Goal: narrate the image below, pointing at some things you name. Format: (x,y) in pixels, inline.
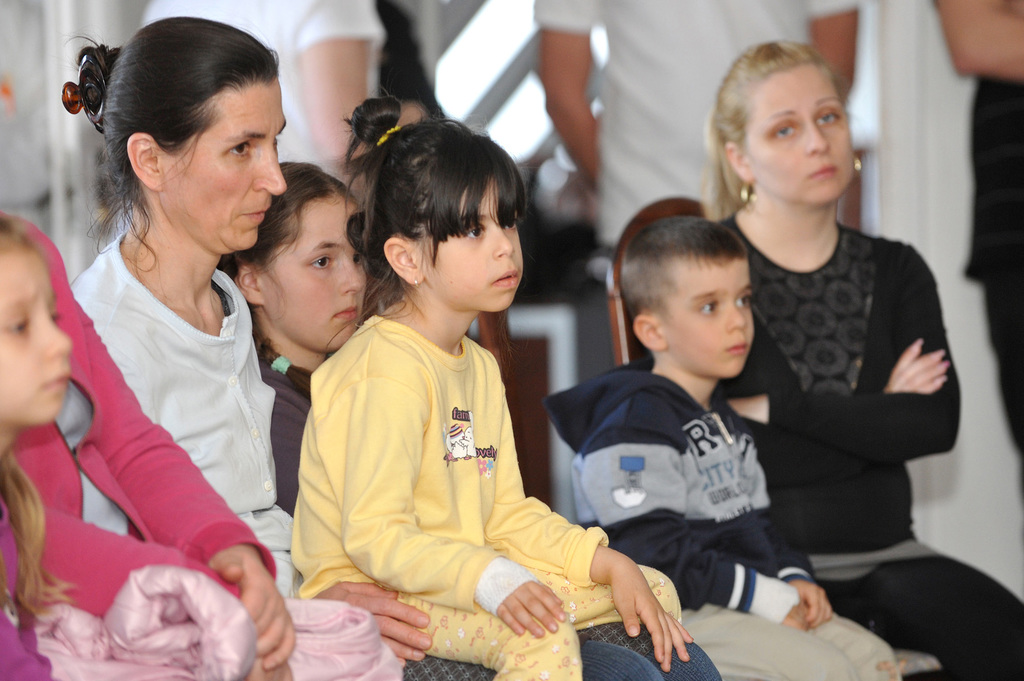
In this image I can see group of people (766,368) sitting, the person (494,468) in front (368,487) wearing yellow color dress (372,471) and the person (221,409) at left (237,422) wearing white color dress (209,416). Background (949,162) I can see few other people (990,152) standing and the wall (902,145) is in white color.
